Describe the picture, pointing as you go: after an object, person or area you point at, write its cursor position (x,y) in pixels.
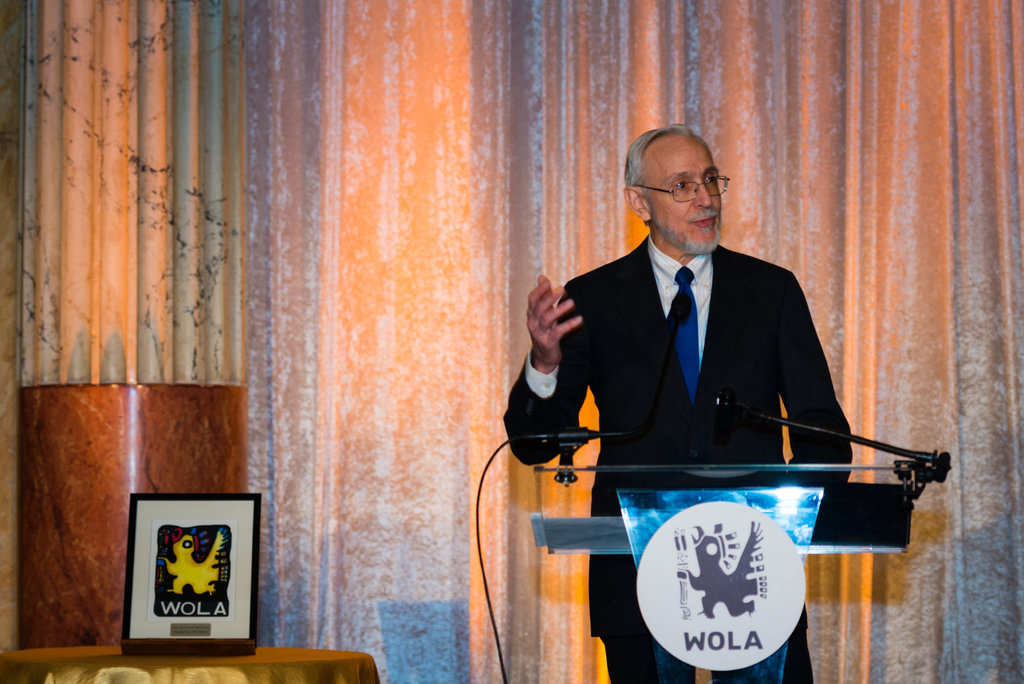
In this picture we can see a man (699,347) in the black blazer (677,362) is standing behind the podium (683,562). On the podium (685,577) there is a logo (702,563) and microphones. On the left side of the podium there is a photo frame (150,557) on an object (192,679). Behind the man (591,285), those are looking like curtains (494,96).
